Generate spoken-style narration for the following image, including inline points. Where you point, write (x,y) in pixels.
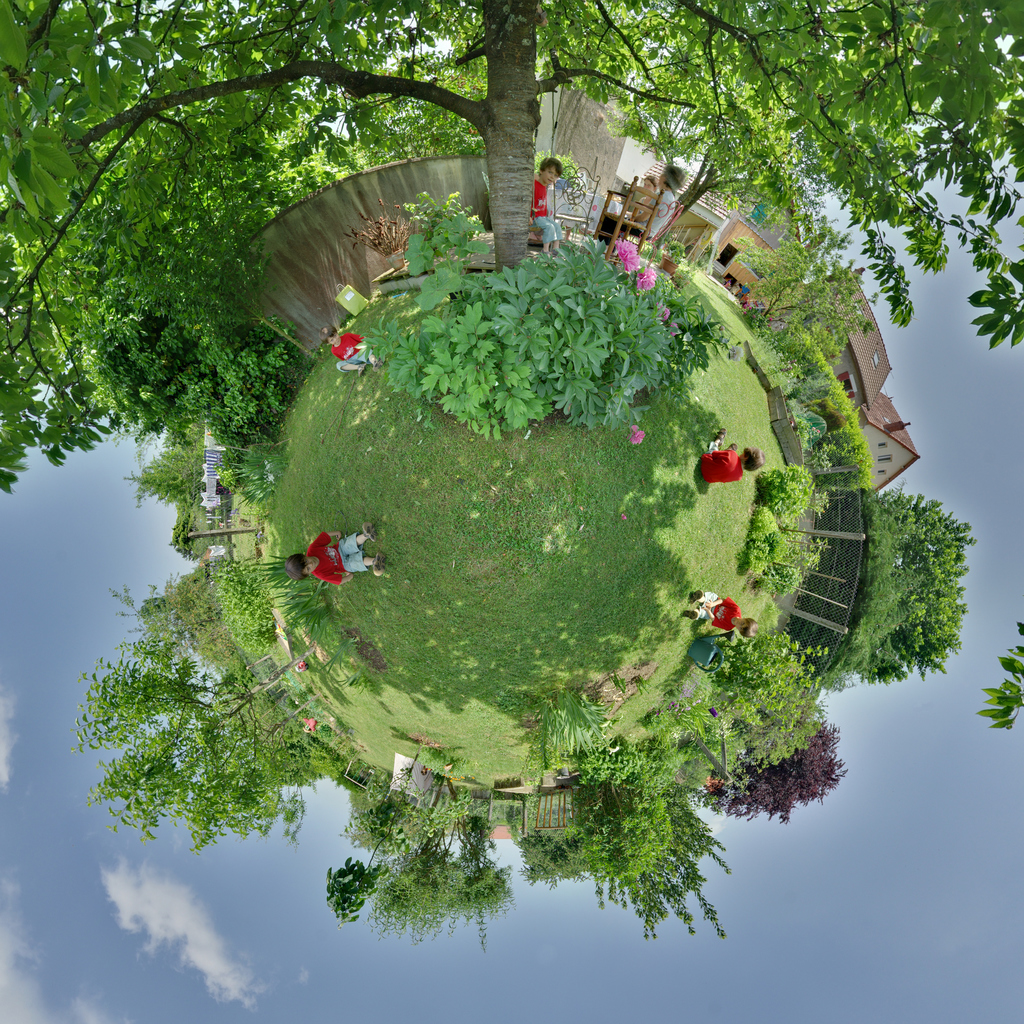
In this image at the center (359,366) children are sitting on the surface (593,618) of the grass (603,605). Behind them there are two persons (671,191) sitting on the chairs (618,194). In the background (85,248) there are trees (245,451), building (641,168) and sky (591,924).
